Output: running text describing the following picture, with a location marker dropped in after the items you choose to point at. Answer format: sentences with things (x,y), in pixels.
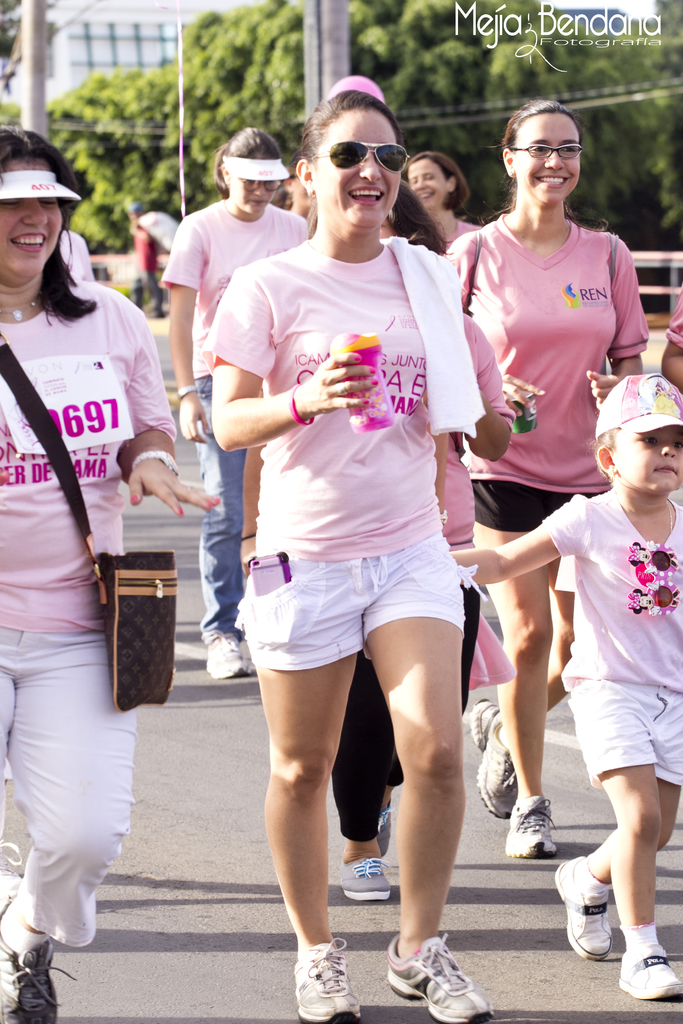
In this picture we can see some people (416,675) are walking on the road (505,843), behind we can see some trees (248,65) and buildings (76,74).
